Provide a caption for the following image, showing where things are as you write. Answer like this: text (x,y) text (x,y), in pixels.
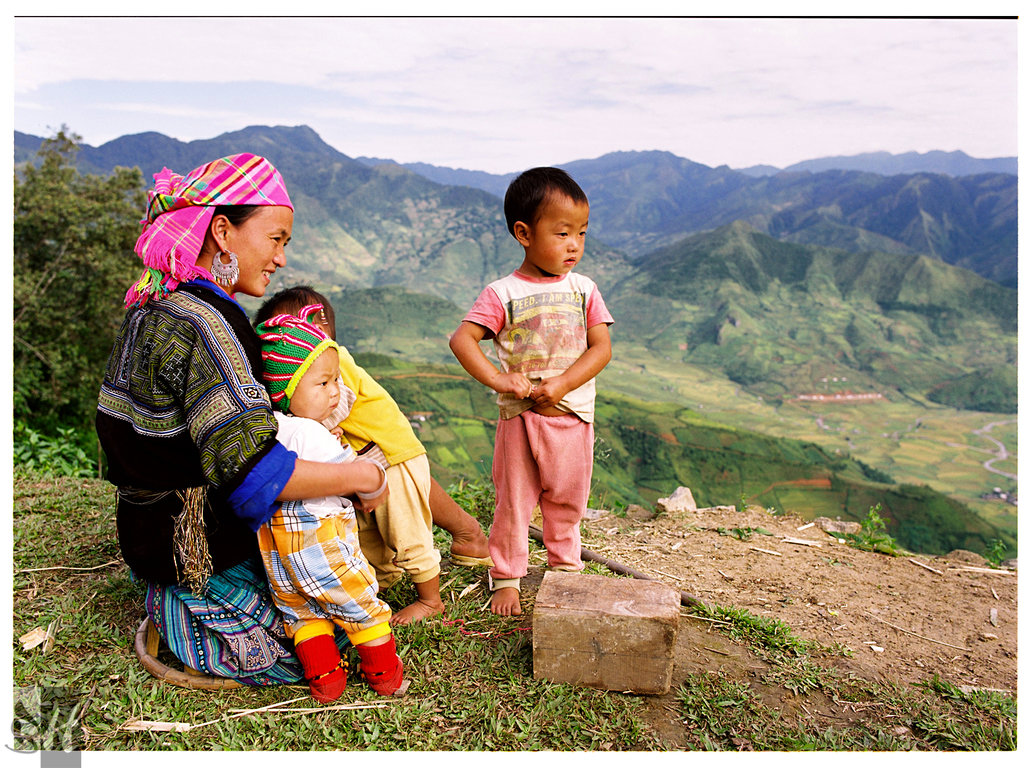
In this picture we can see some people (145,258), grass (181,704), mountains (992,254), trees (53,334) and in the background (432,39) we can see the sky (306,86) with clouds (316,121).
